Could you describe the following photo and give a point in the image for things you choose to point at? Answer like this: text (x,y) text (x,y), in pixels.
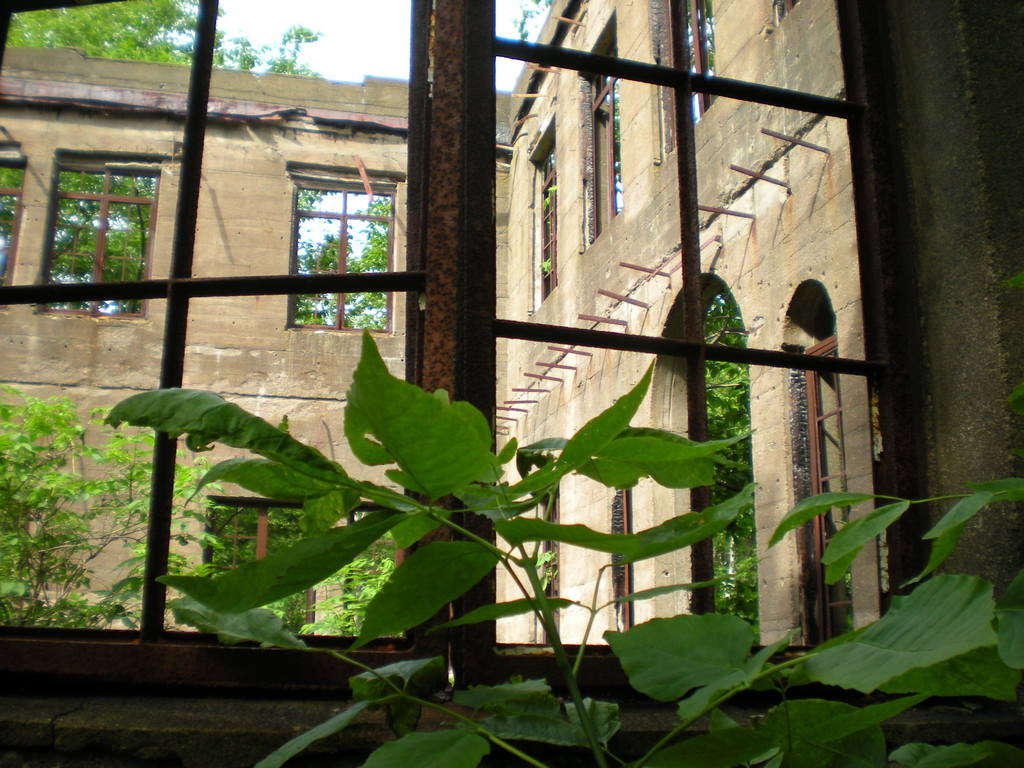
There are plants (931,679), windows (683,354), walls (597,248) and trees (45,22).
